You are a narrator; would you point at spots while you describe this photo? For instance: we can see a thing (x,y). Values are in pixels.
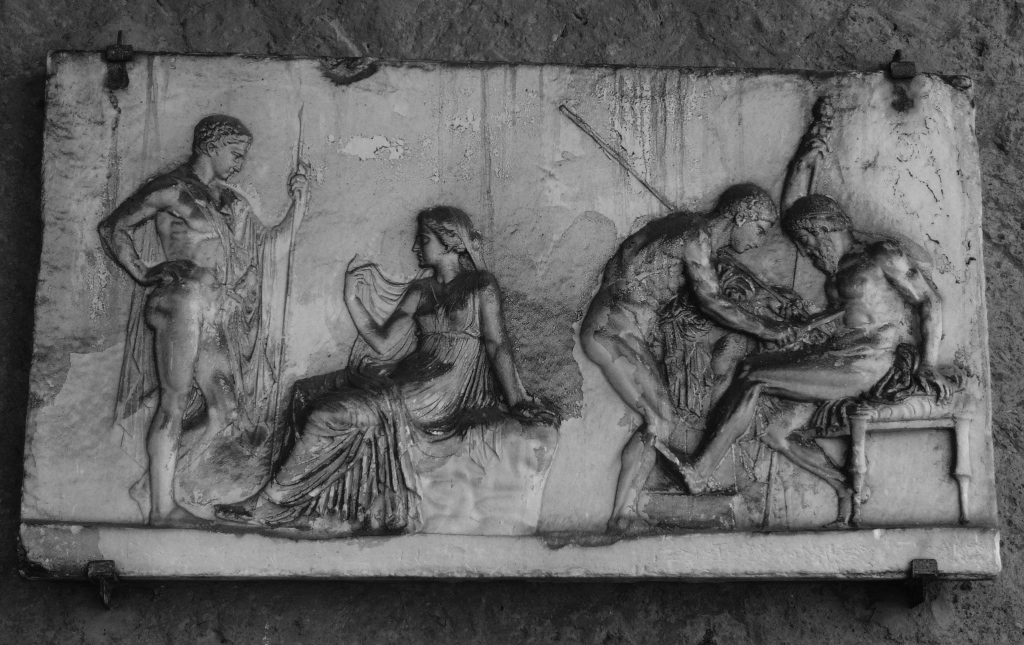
In the image there is a carving (811,464) of few persons (418,369) on a wall (224,44), this is a black and white picture.
